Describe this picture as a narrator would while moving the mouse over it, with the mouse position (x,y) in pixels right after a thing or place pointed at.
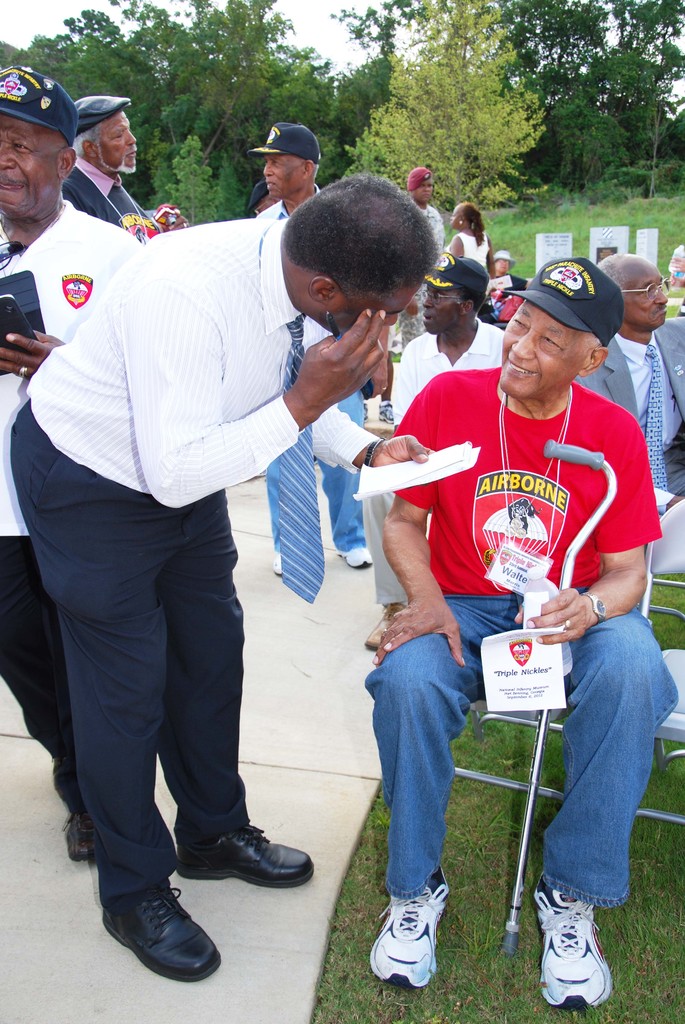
The man (434,494) in front of the picture wearing a red t-shirt (484,451) and blue jeans (482,639) who is wearing black cap (612,305) is holding paper (557,670) and stick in his hand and he is smiling. Beside him, a man (212,447) in white shirt (230,427) and black pant (77,642) is standing and talking to the man (555,465) beside him. Behind them, we see people (57,209) standing and we even see people (660,437) sitting on chairs (670,517). There are many trees (411,108) in the background (562,181). At the bottom of the picture (477,941), we see grass (455,980) and this picture might be clicked in the garden (465,818).
